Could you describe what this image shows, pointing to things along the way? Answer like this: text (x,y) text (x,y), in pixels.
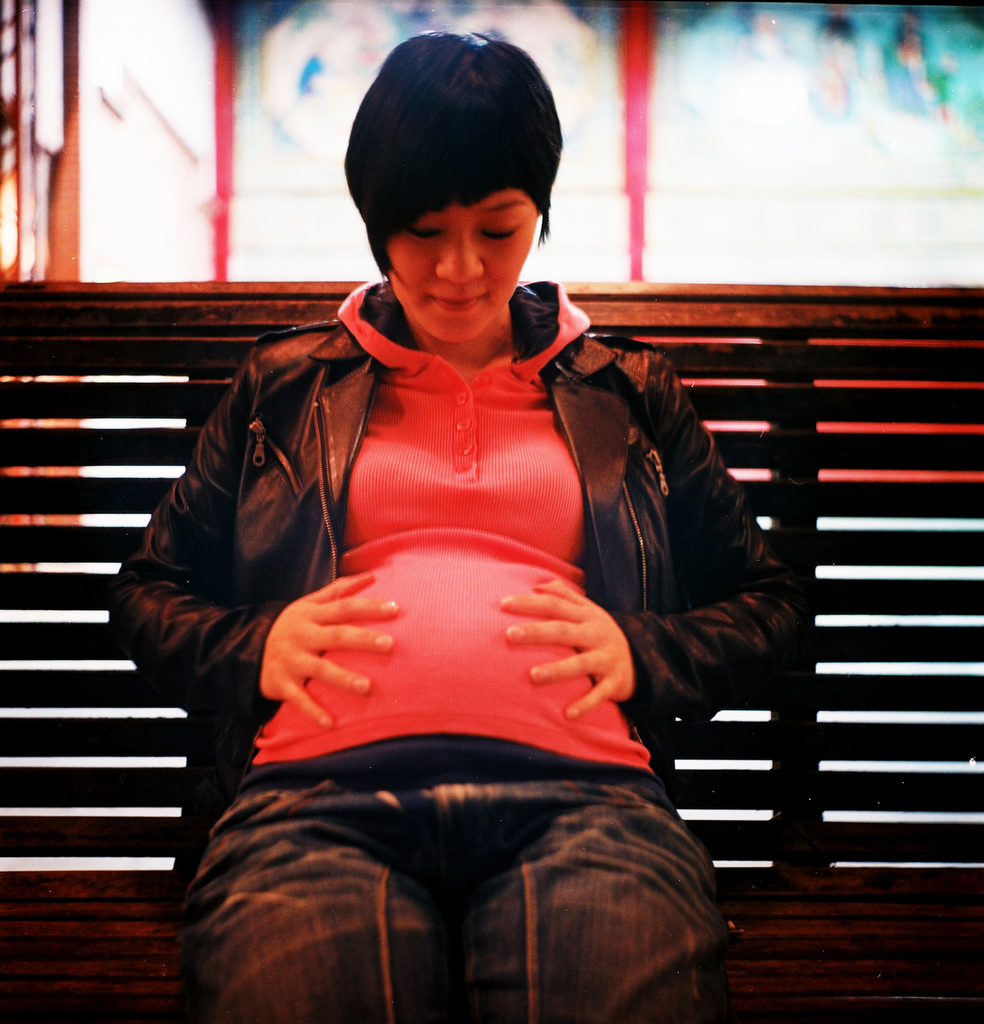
In this image we can see a woman (426,728) sitting on a bench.
